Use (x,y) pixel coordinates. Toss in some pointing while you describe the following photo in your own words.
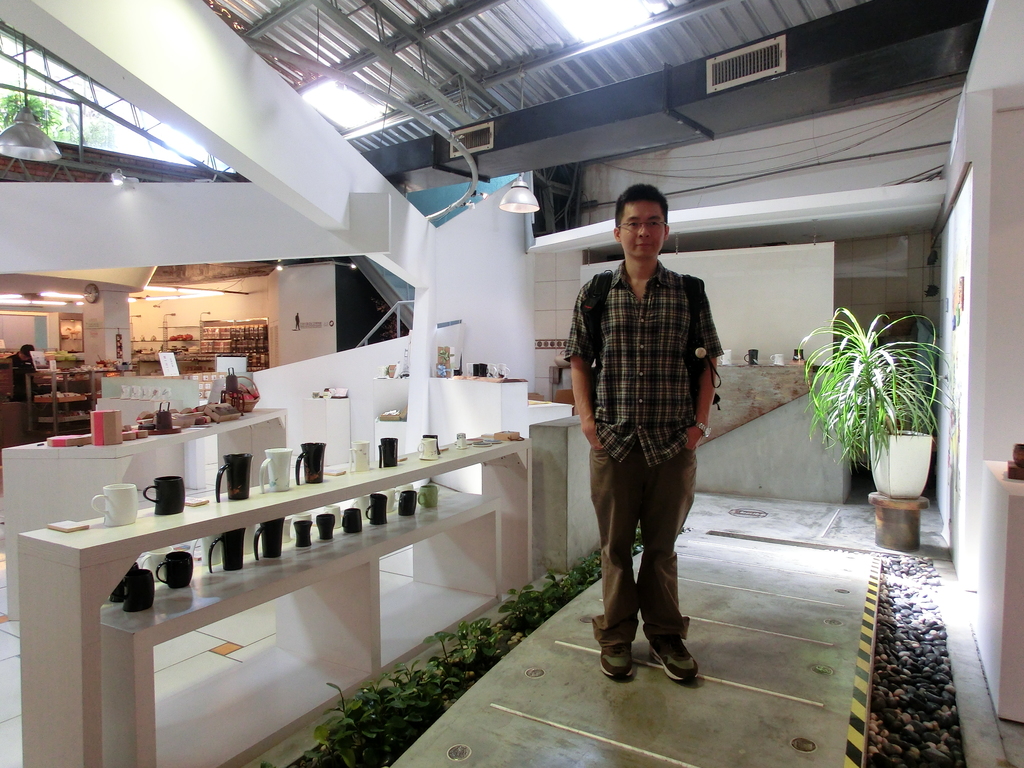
In the middle of the image (668,306) a man (623,304) is standing. Behind him there is a table (58,549), on the table (372,556) there are some cups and there is a plant (902,349) and wall (492,268). On the wall (479,273) there are some cups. At the top of the image (729,22) there is roof (395,7) and lights (20,149).
